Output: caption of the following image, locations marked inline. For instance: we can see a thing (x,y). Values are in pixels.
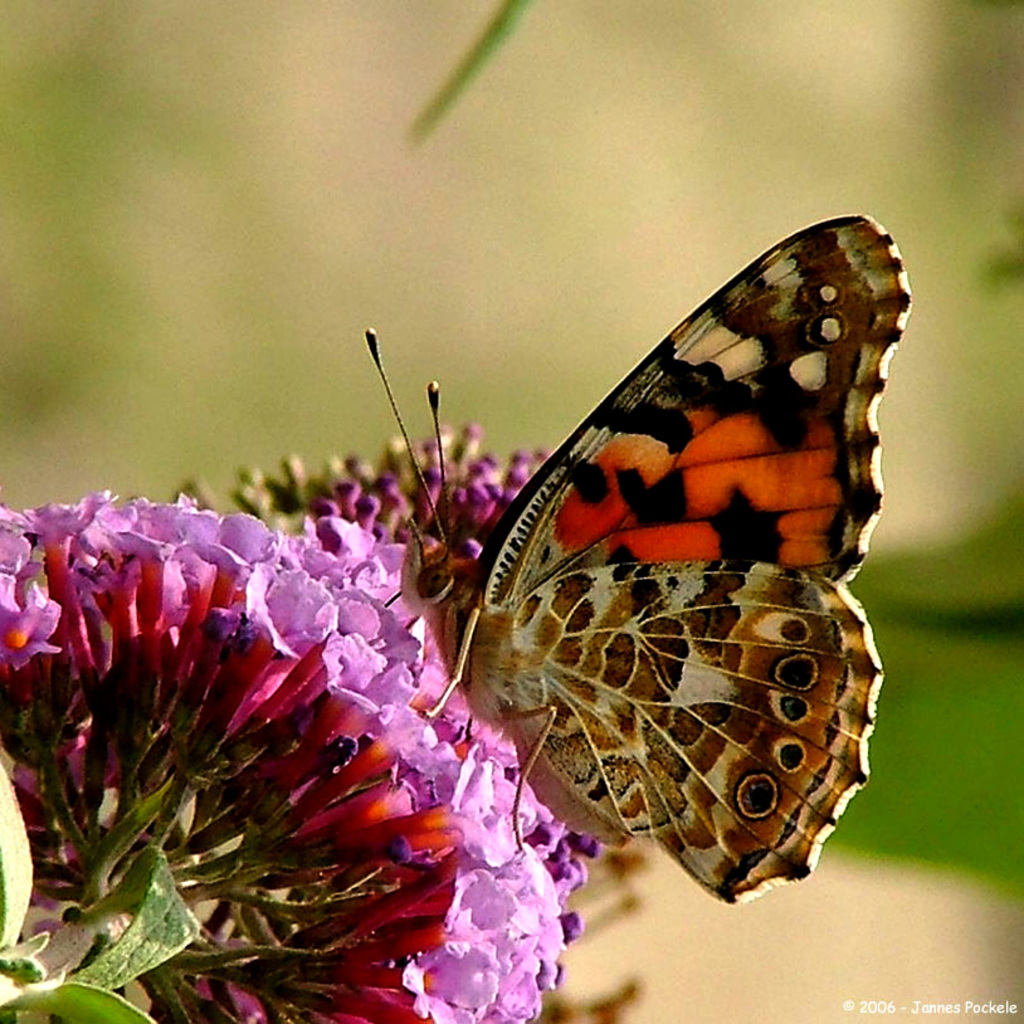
In this image we can see two bunches of flowers (323,746). There is a butterfly (568,595) sitting on a bunch of flowers (422,745). There is a plant (72,953) in the image.
